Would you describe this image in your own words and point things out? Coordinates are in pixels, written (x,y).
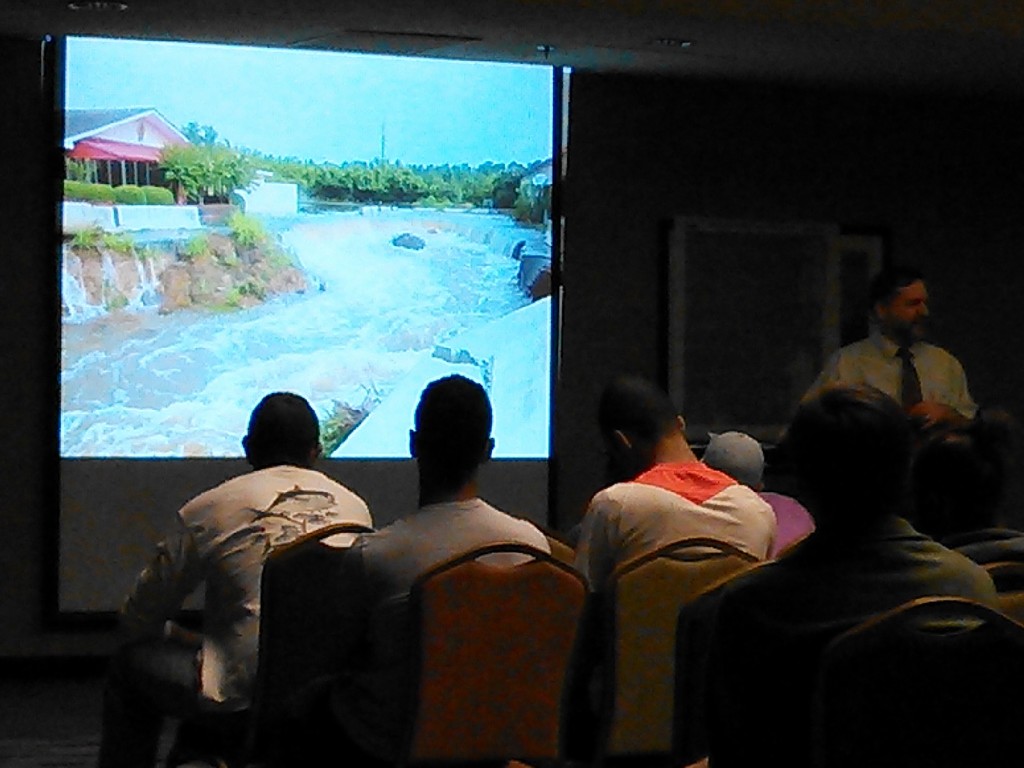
The picture is clicked inside the room (521,685). On the right (729,685) we can see the group of person (932,503) sitting on the chairs (982,633). On the right corner (916,372) there is a person (899,331) wearing shirt (857,358), tie (913,382) and standing. In the background (625,154) we can see the wall (644,312), door (769,301) and a projector screen (332,191) and we can see the picture (267,104) consists of water body (333,311), trees (188,162), plants (131,185), house (154,136), rocks (230,257), sky (337,85) and some other objects (519,336), on the projector screen (262,138). At the top (512,25) there is a roof (615,59).
